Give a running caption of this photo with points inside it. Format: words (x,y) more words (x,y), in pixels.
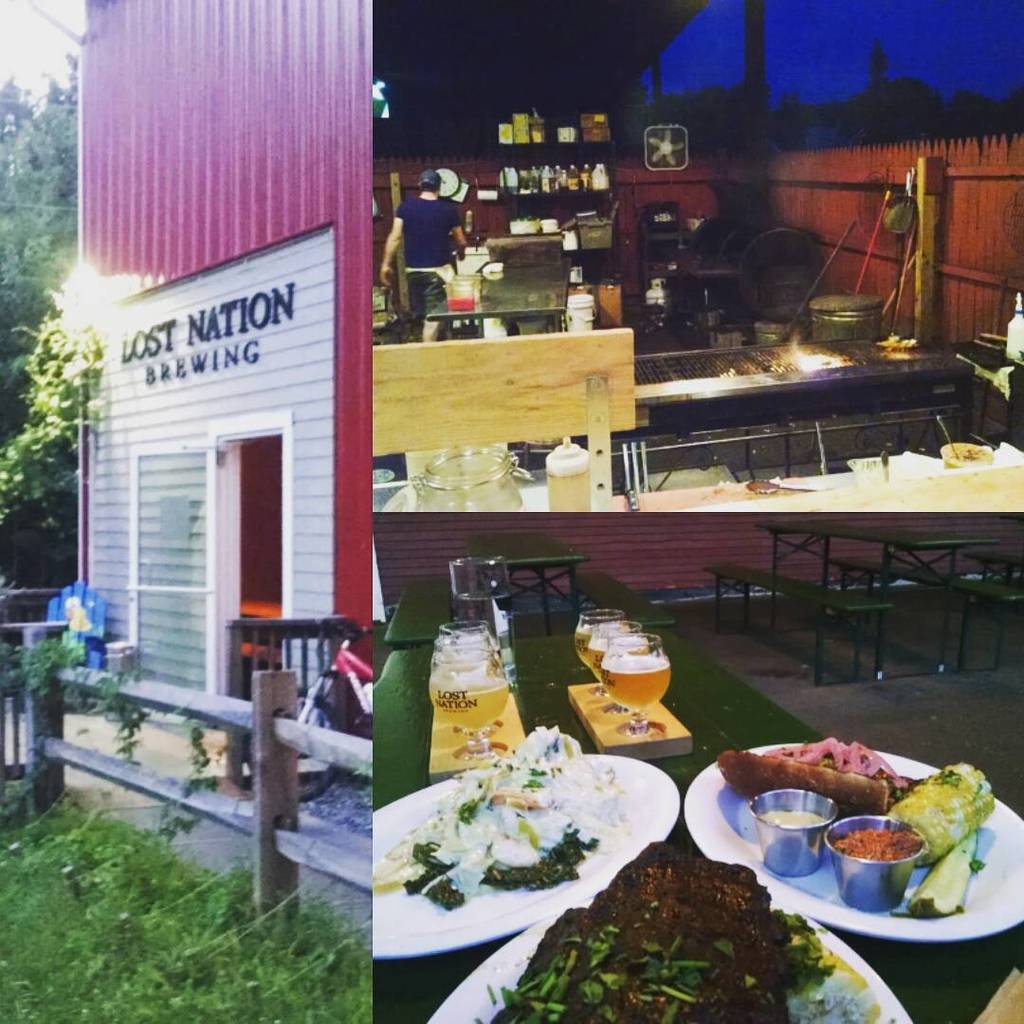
In the picture we can see three images, in first image we can see a house (105,388) with a glass door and besides, we can see a railing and a grass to the path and in the background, we can see trees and a light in the house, in the second image outside we can see some table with some eatable items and racks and a person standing near it.
